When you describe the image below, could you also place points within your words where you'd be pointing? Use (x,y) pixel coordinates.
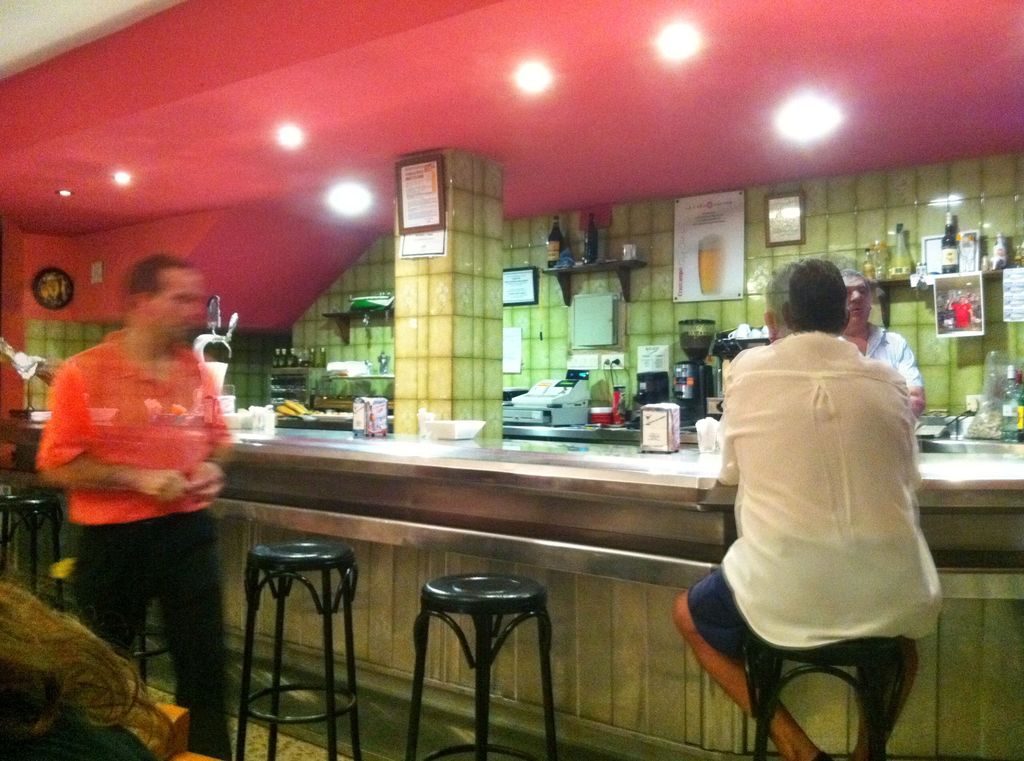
In the image we can see there are people (63,450) who are standing and a man (835,447) is sitting on chair (765,678).
